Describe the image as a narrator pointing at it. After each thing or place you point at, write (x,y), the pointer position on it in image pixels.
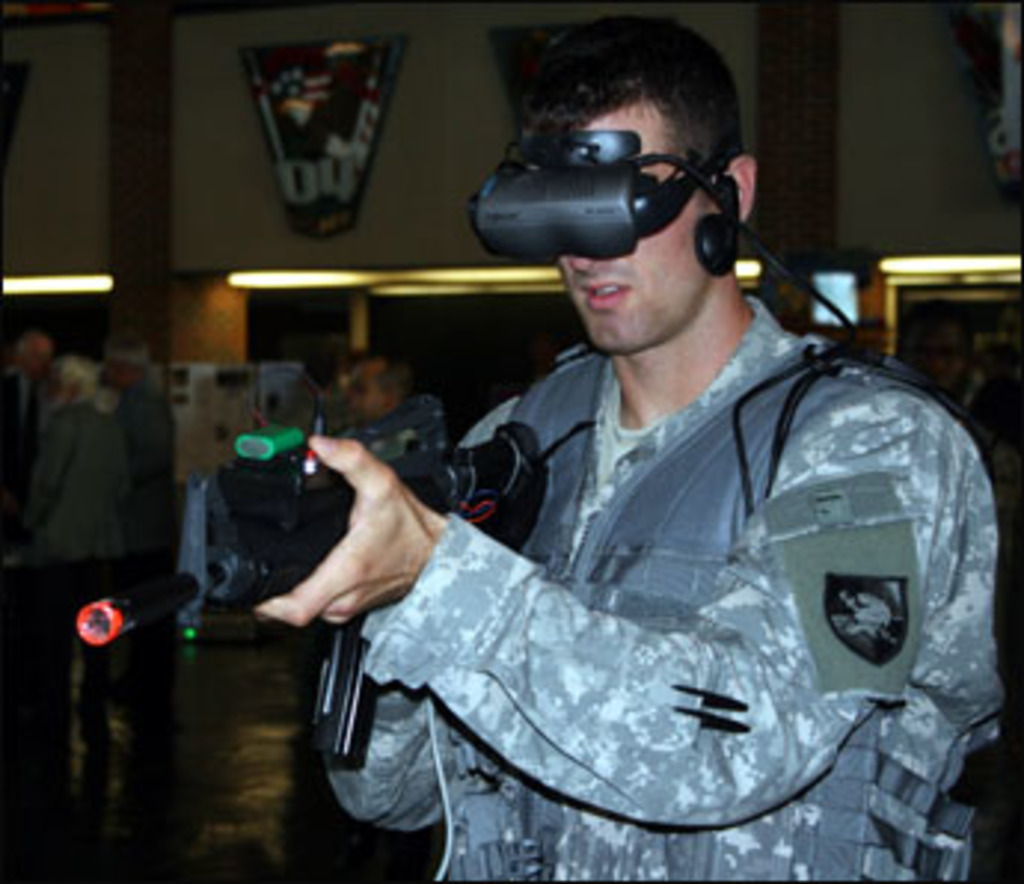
In this picture we can see a man (618,684) is holding a gun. Behind the man (480,630), there are some blurred objects (850,275), lights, wall (181,358) and people (143,346).
